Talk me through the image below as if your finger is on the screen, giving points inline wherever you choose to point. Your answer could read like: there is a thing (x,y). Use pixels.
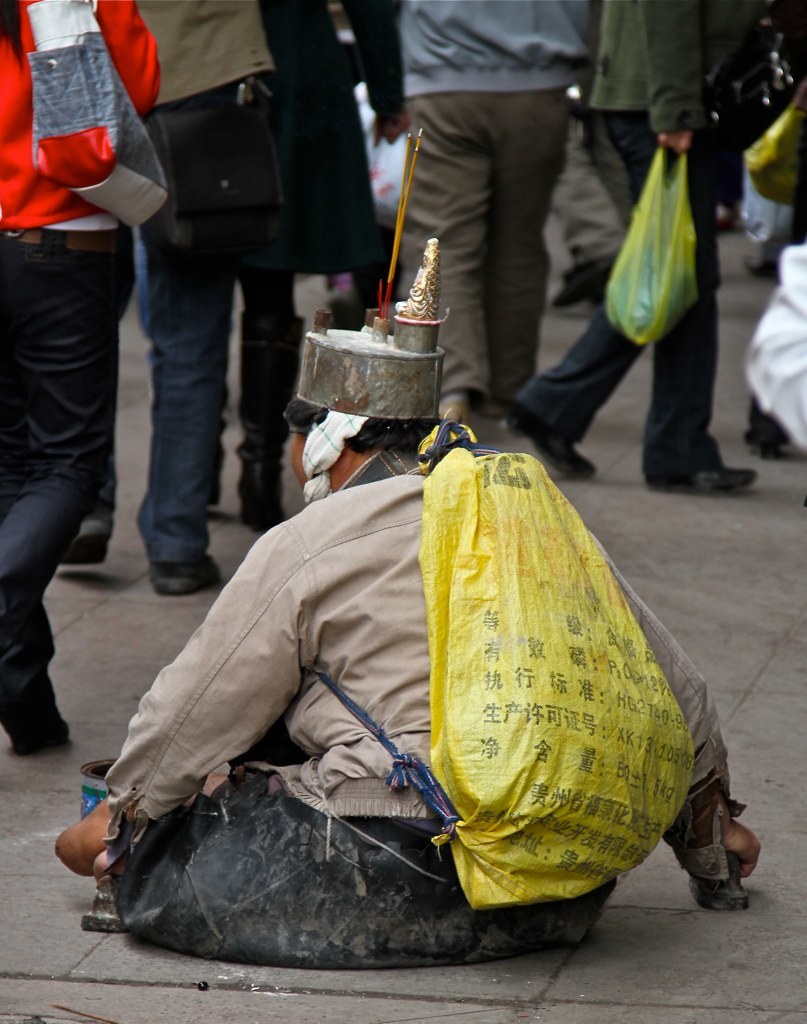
This picture describes about group of people (362,739) and few people (290,595) carrying bags (649,663).
